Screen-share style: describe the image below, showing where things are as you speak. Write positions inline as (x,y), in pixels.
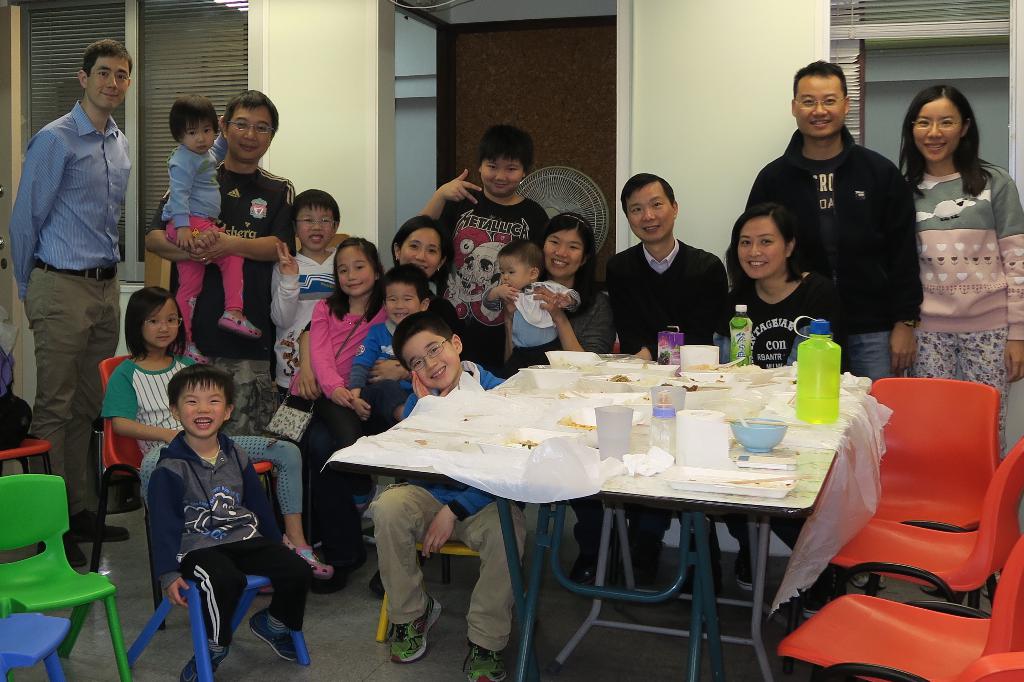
In this image there are so many people (826,304) are there some people (829,269) are standing on the floor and some people (459,490) are sitting on the chairs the room (368,568) has table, chair (984,553) and fan (560,208) the table (587,590) has plastic glass (604,427), bowls (769,428), plates (588,431) and tissue papers (636,457).
